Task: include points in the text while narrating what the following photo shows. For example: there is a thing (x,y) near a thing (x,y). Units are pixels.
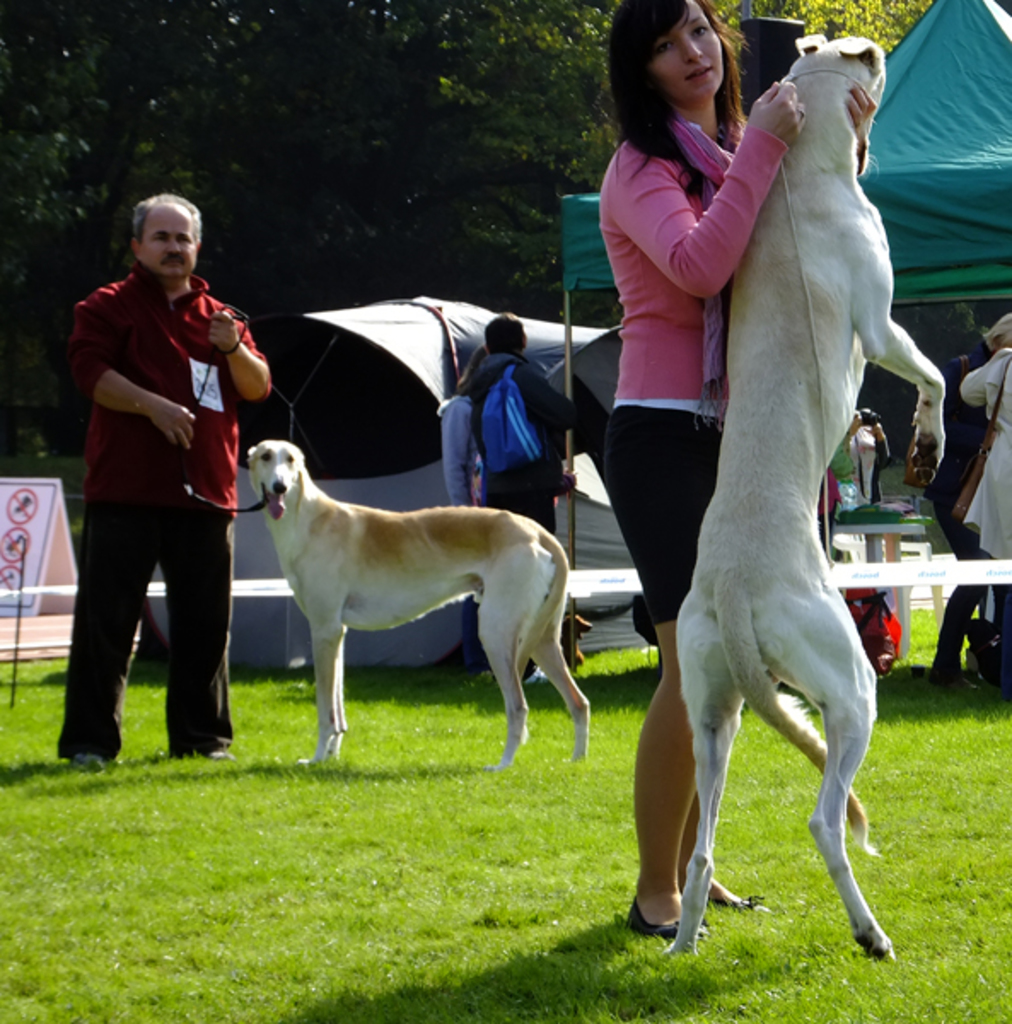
On the right (690,513) there is a woman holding dog (742,486). On the left (157,523) there is a man (214,649) holding belt (260,503) which is tied to dog (329,575). In the background (545,305) there are people (475,367), tent (957,136) and trees (491,188).
